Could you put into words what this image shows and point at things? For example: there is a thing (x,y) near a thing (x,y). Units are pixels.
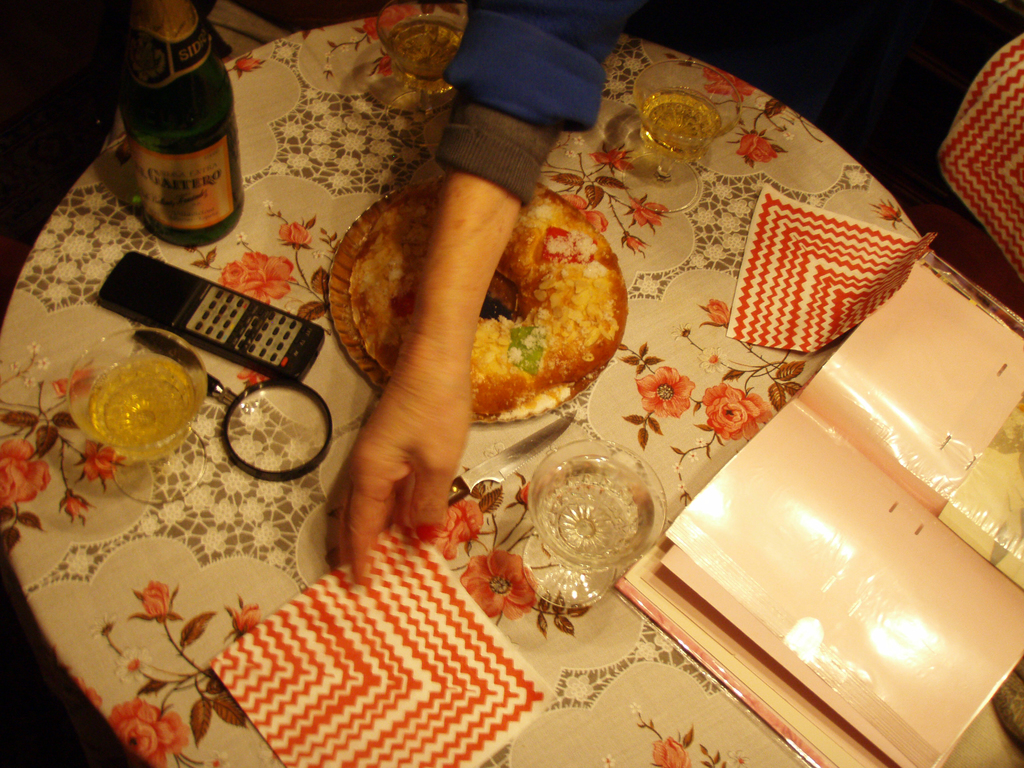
In this picture there is a round dining table (263,230) with some tissue papers (342,699), water glass (619,544) and on the left side (194,168) there is a wine bottle (180,158) and television remote (234,344). In the center (404,400) there is a woman hand (456,257).
